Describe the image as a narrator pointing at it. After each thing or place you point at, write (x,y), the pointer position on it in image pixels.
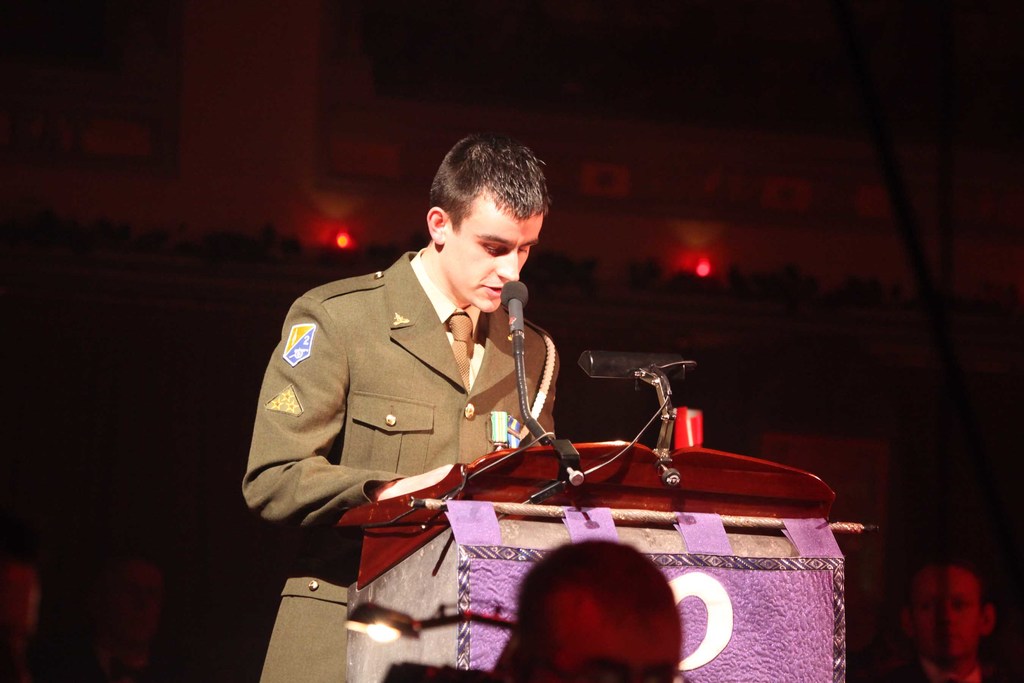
There is a person (326,299) in an uniform (414,363) standing in front of a stand (705,460). Which is having mic (512,283), light (647,383) and an object (692,410). In front of him, there is a person (593,619) near a light (409,625). In the background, there is a person (958,591), there are lights (348,241) attached to the wall (661,202). And the background (842,309) is dark in color.
